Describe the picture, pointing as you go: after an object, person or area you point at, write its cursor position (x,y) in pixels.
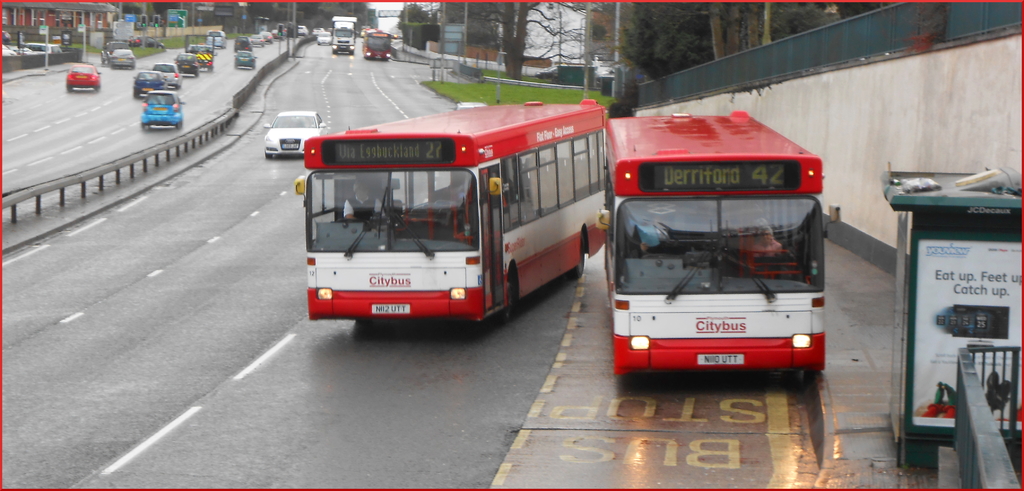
In this image we can see vehicles (441,212), fence (484,74), roads (410,116), wall (1008,135), grass (598,95), boards (133,23), poles (86,54), and houses (82,11). In the background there is sky (392,20).
